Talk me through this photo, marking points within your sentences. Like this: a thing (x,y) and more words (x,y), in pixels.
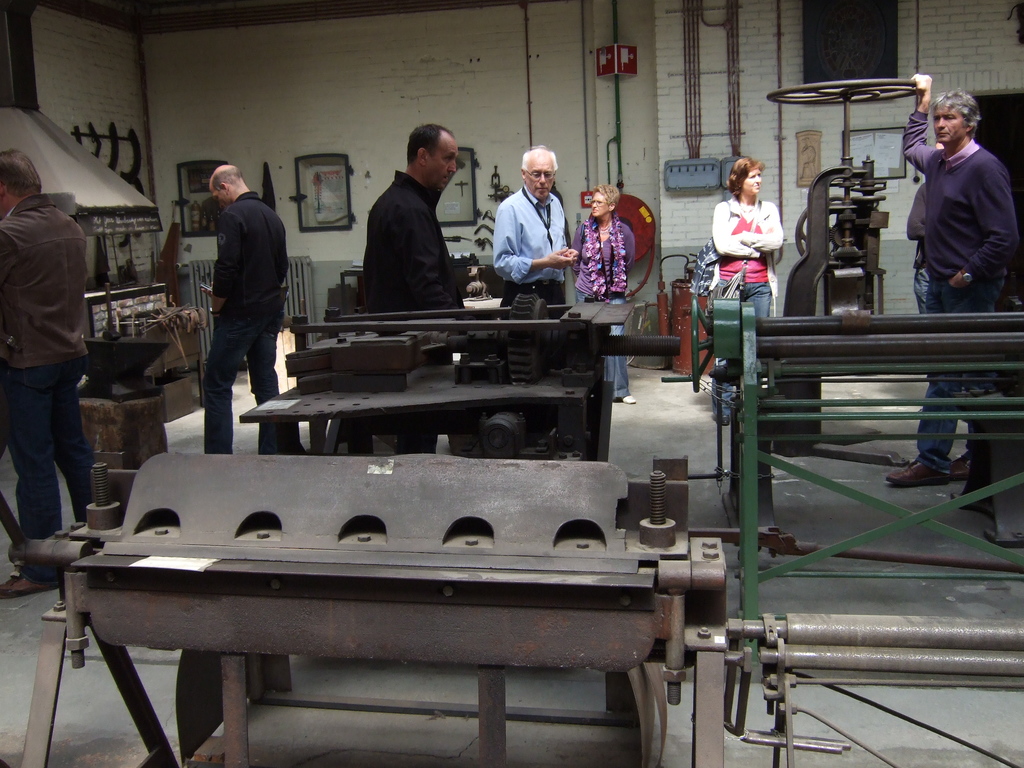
This picture shows a few people (40,292) standing and we see a man (981,266) standing and holding a machine wheel (885,89) and we see few machines (426,596) and couple of photo frames (452,190) on the wall (391,163).
